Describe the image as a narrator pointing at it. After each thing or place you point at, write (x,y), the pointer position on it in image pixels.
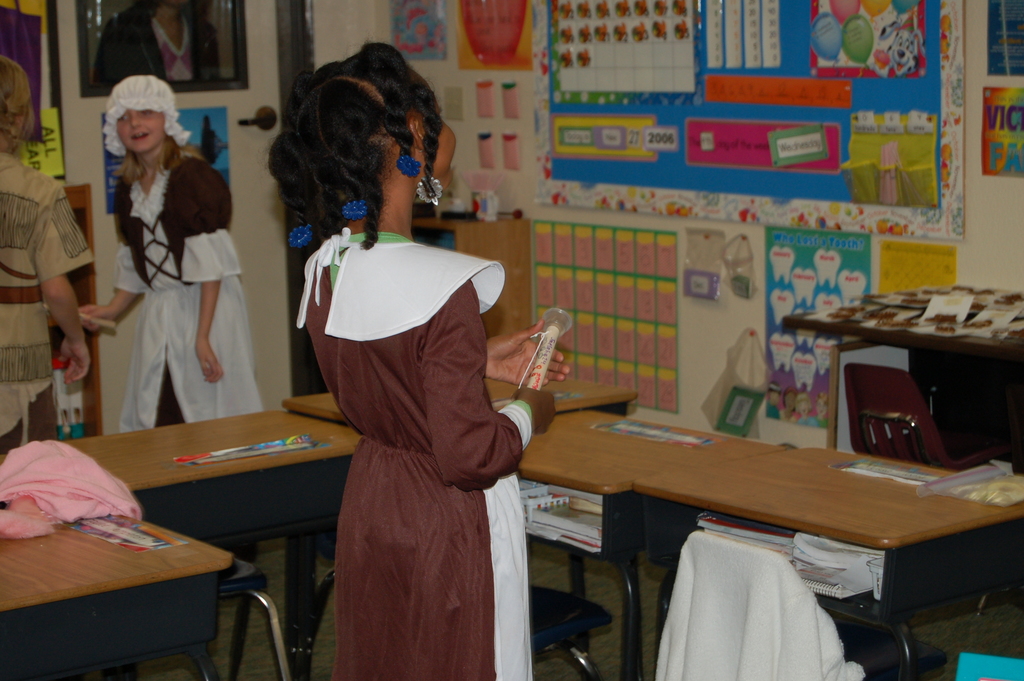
In the center (369,278) we can see one girl (432,432) standing and holding some object (550,334) and she is wearing brown color dress (444,494). In the background (939,237) there is a wall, chart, table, chairs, scale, books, scarf (60,460), door (243,158), photo frame (216,35) and two more persons (213,318) were standing.
